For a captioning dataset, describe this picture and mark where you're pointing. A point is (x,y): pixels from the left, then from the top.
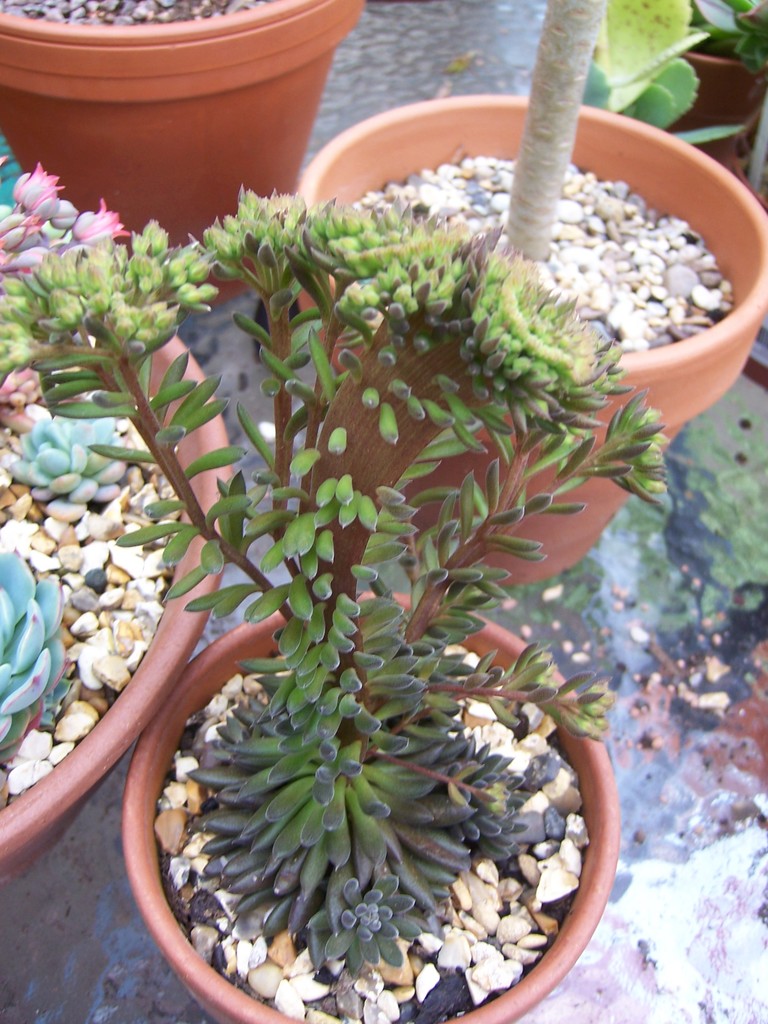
In this picture I can see plants (300,244) in the pots (195,690) and I can see few small stones (12,448) in the pots (140,692).
